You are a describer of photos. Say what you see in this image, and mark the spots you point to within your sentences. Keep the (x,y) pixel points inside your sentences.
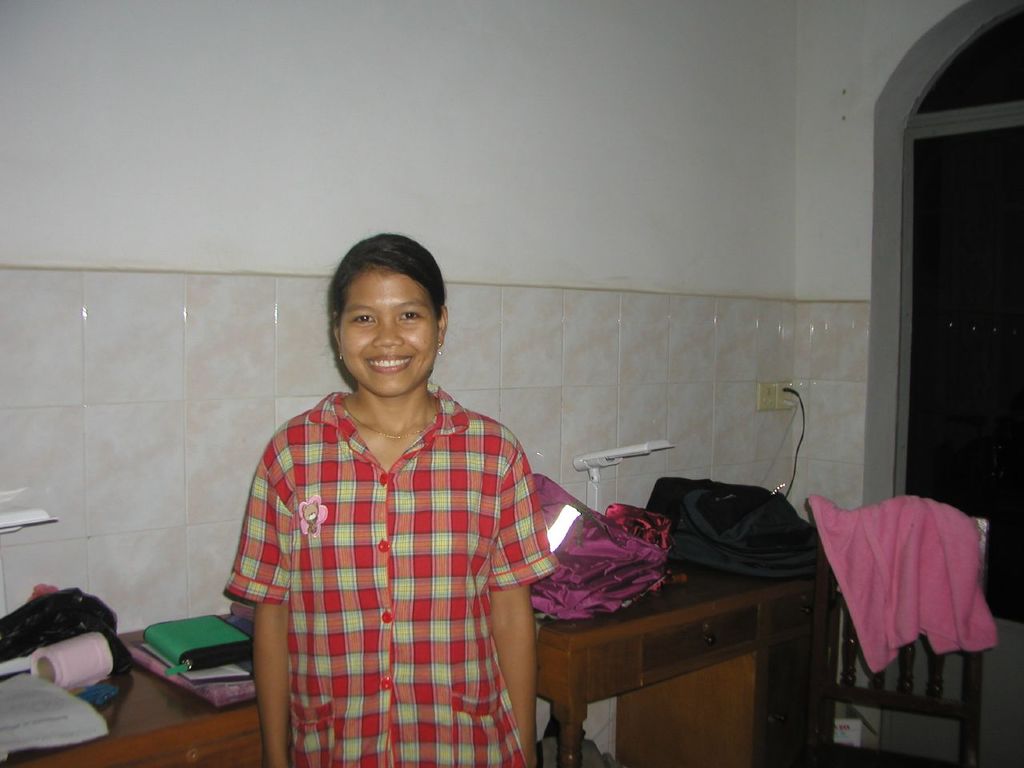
In this picture we can see a woman (325,487) standing and smiling, books (221,635), clothes (606,533), chair (845,702), tables (602,688), switch board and in the background (628,6) we can see the wall (767,372).
